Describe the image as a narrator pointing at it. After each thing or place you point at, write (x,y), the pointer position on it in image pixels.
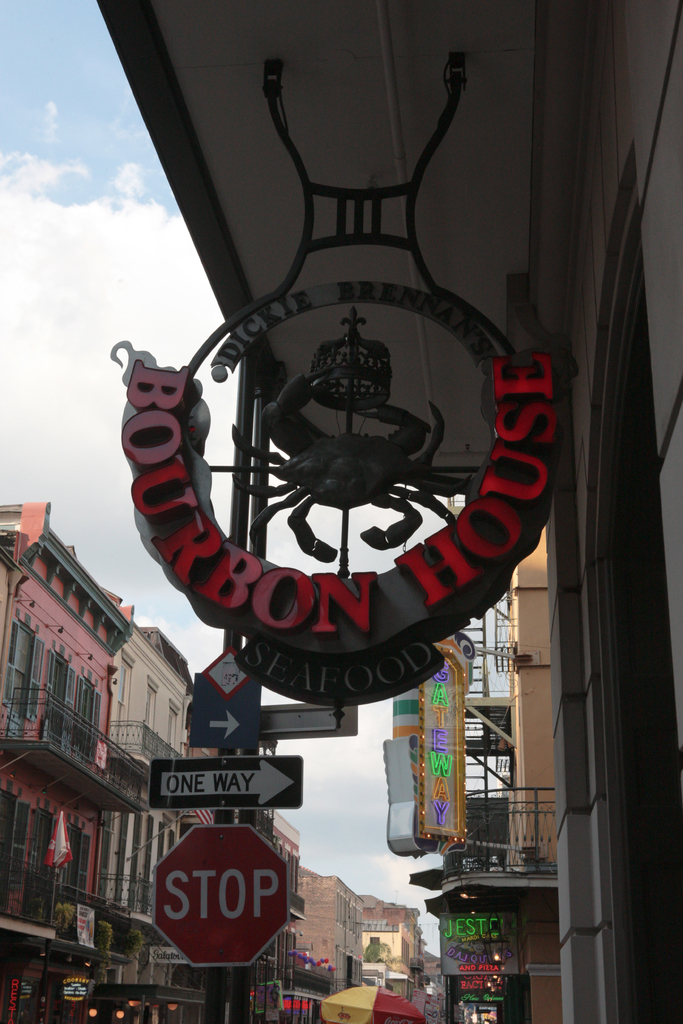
In this picture we can see boards (257,707), poles (241,988), wall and statue of a crab (287,464). In the background of the image (464,859) we can see buildings (169,719), umbrella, boards (456,955), banner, lights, railings (462,856) and sky (353,821) with clouds (364,729).
